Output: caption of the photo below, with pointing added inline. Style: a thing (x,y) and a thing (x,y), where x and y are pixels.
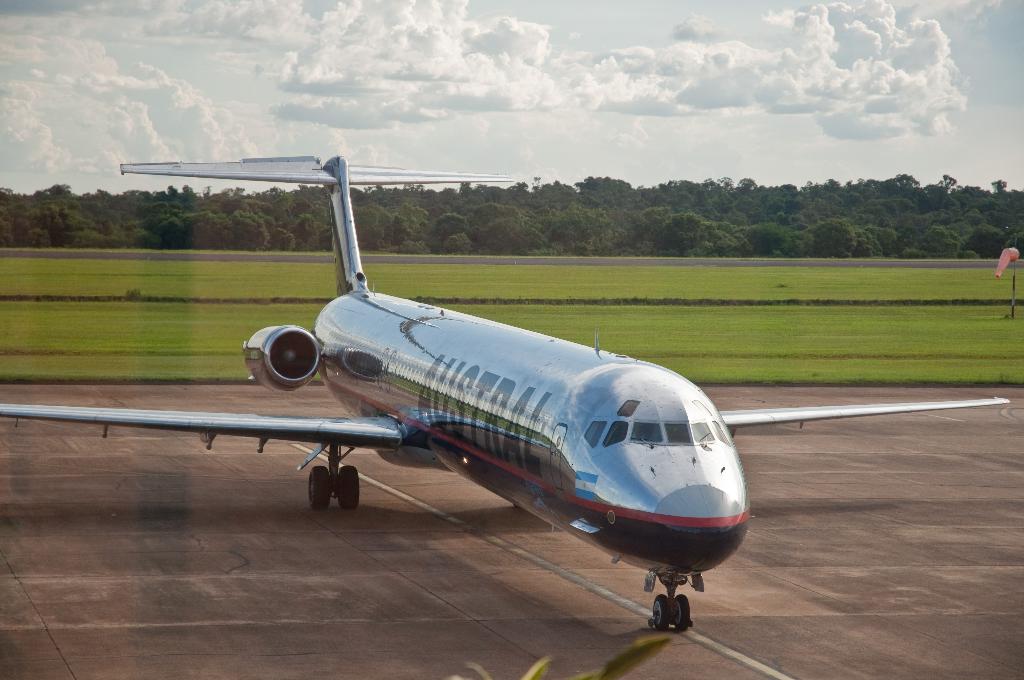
In the picture we can see a flight (317,477) which is parked on the path (878,607) and written on it as AUSTRAL and in the background (126,332), we can see a grass surface (126,332) and far from it we can see trees (632,225), plants (647,226) and sky (530,110) with clouds (518,92).
